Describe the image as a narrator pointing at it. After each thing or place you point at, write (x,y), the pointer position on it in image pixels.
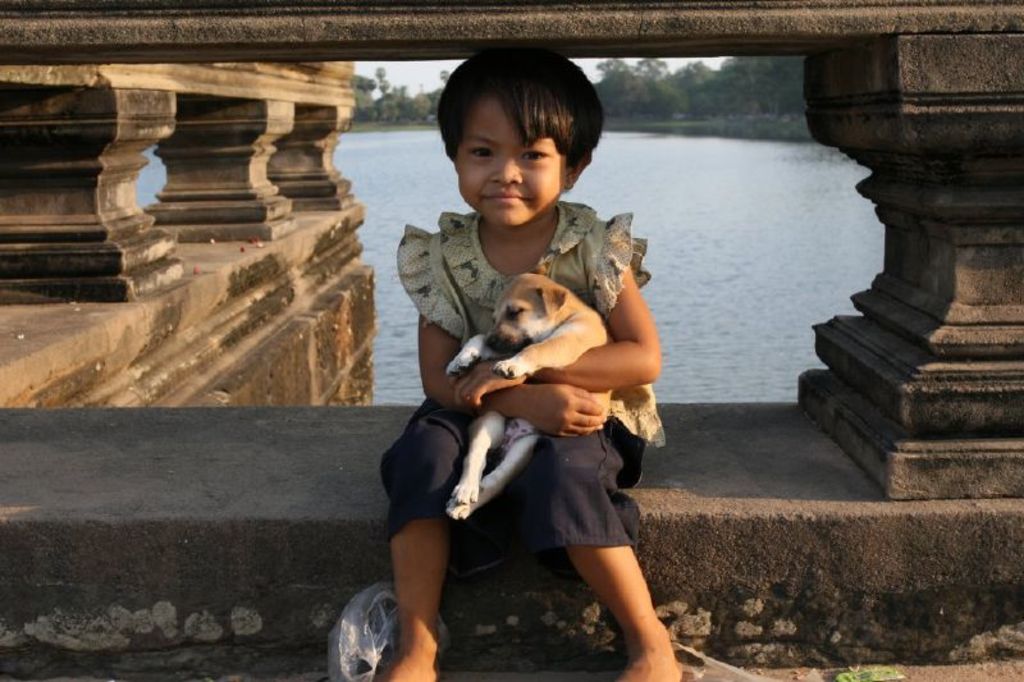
A girl (481,275) is holding a puppy (530,350) and sitting on the wall (258,410) of a river (164,180). There are small pillars (241,170). In the background (675,212) there is a river (740,158) and some trees (716,88).
